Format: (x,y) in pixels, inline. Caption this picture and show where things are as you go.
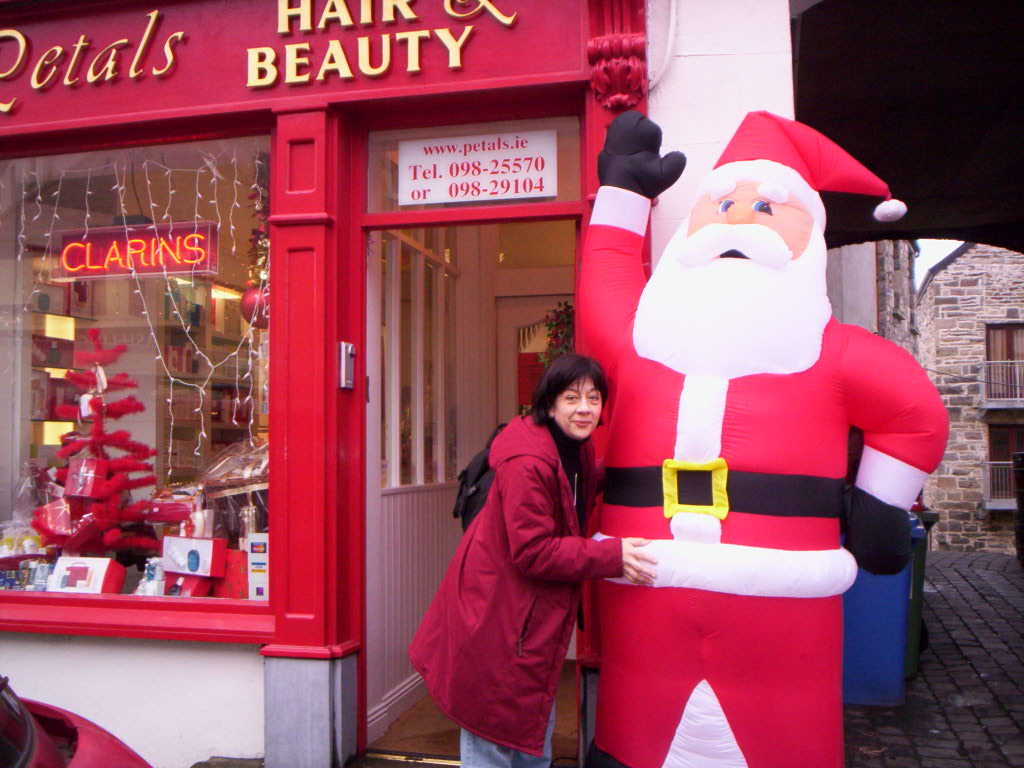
In this image there is a woman (538,477) standing beside the Santa (708,540), behind them there is a stall (10,395) with some decoration (152,506) and there is a tree (107,444) and some other objects (261,554) in front of the window (227,531). At the top of the stall (379,44) there is some text (510,18). At the bottom left side of the image (67,732) there is like a vehicle (92,745). On the right side of the image (956,361) there is a building (1014,470) and a few objects (913,620) in the path (909,701).
